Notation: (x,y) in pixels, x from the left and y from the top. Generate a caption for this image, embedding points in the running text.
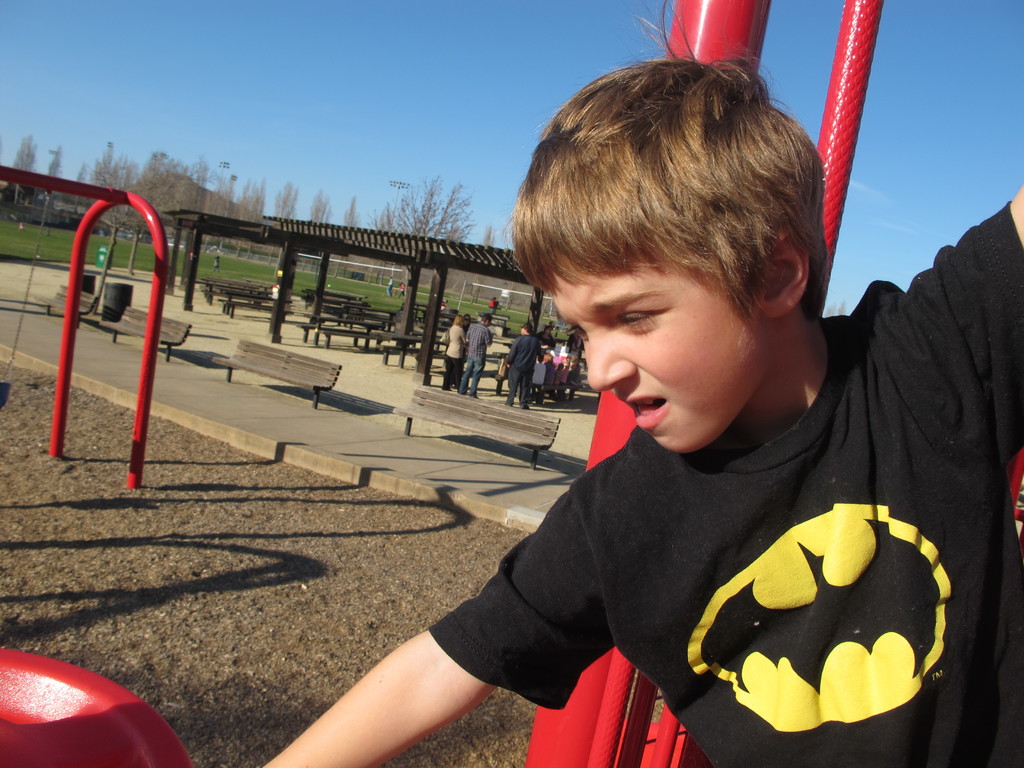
In this picture I can see few trees (181,183) and few people (461,340) standing and I can see benches (331,330) and I can see a boy (554,508) and I can see grass (209,260) on the ground (220,275) and a blue sky (488,138) and I can see few metal rods (708,13).
